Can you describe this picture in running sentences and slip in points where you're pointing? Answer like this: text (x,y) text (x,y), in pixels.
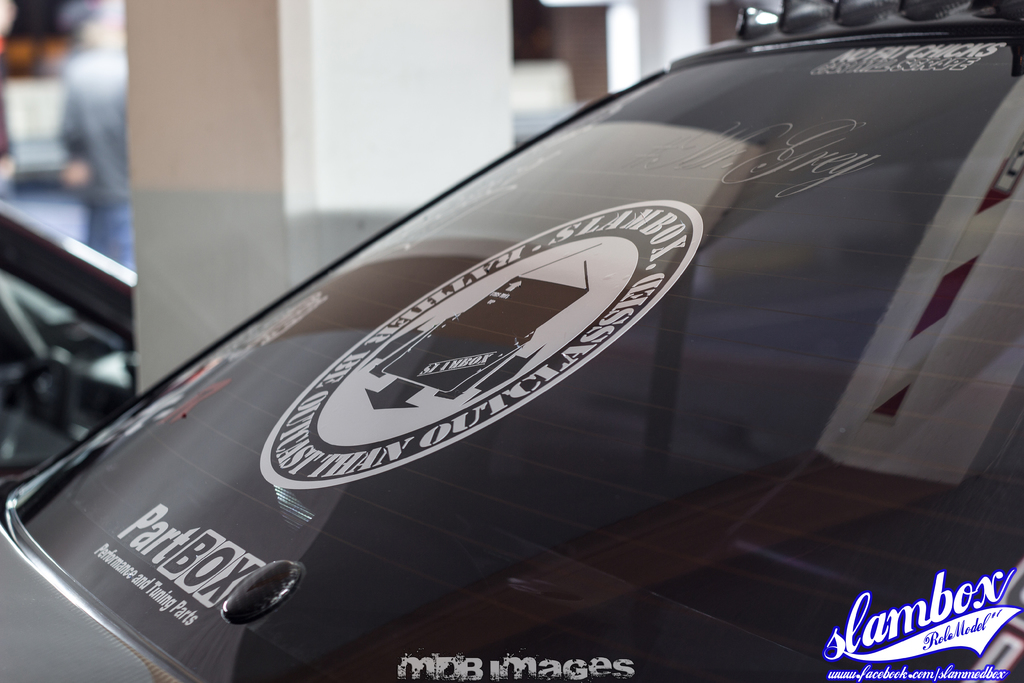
In the center of the image (554,387) a vehicle window (547,365) is there. On window (531,317) a logo (531,317) is there. In the background of the image (266,154) we can see a pillar (159,289) and person (72,167) are there.
